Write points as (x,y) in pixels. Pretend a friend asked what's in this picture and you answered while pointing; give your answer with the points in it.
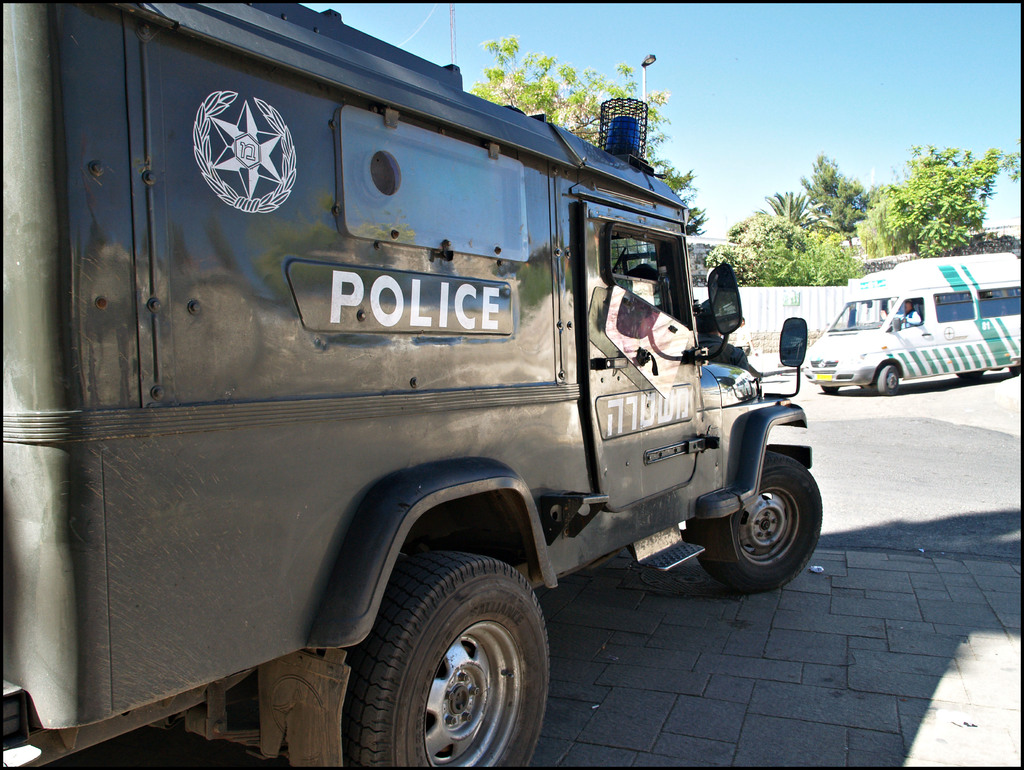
In this picture we can see vehicles (701,448) on the road (854,436) and in a vehicle (895,369) we can see a person (909,314). In the background (807,302) we can see the wall (743,292), trees (791,258) and the sky (738,155).
